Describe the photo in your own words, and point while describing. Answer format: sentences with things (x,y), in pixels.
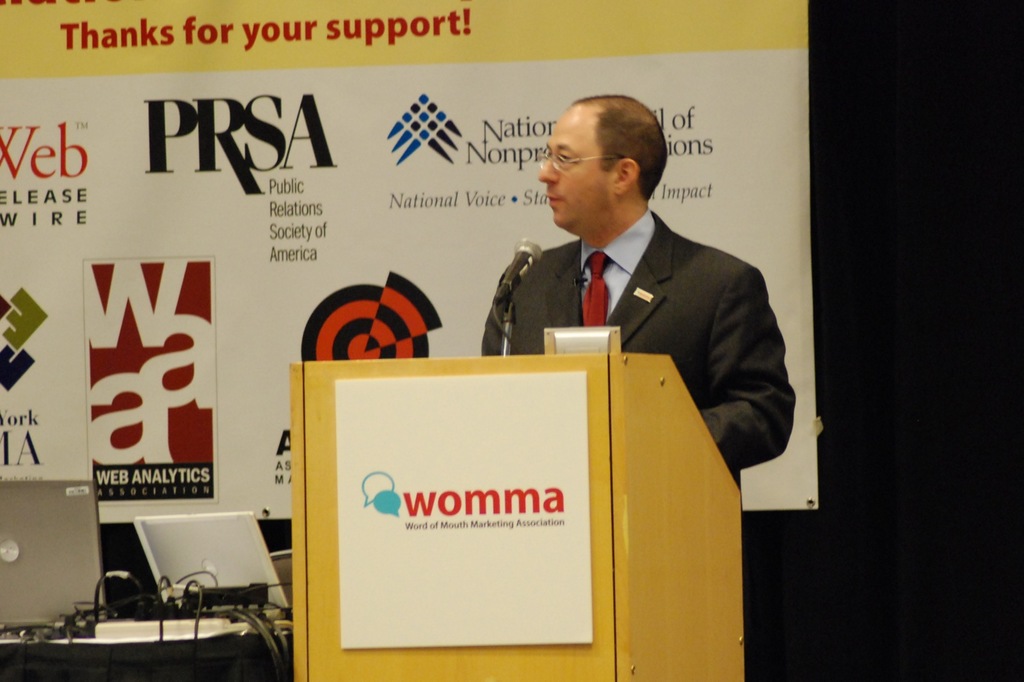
In this image, we can see a person (522,346). We can see the podium (521,357), a microphone (508,321) and some objects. We can also see a board (488,486) with some text (485,518). We can see some devices (125,633) and wires (272,648). In the background (178,454), we can see a board (315,148) with some images (272,128) and text (272,128).
